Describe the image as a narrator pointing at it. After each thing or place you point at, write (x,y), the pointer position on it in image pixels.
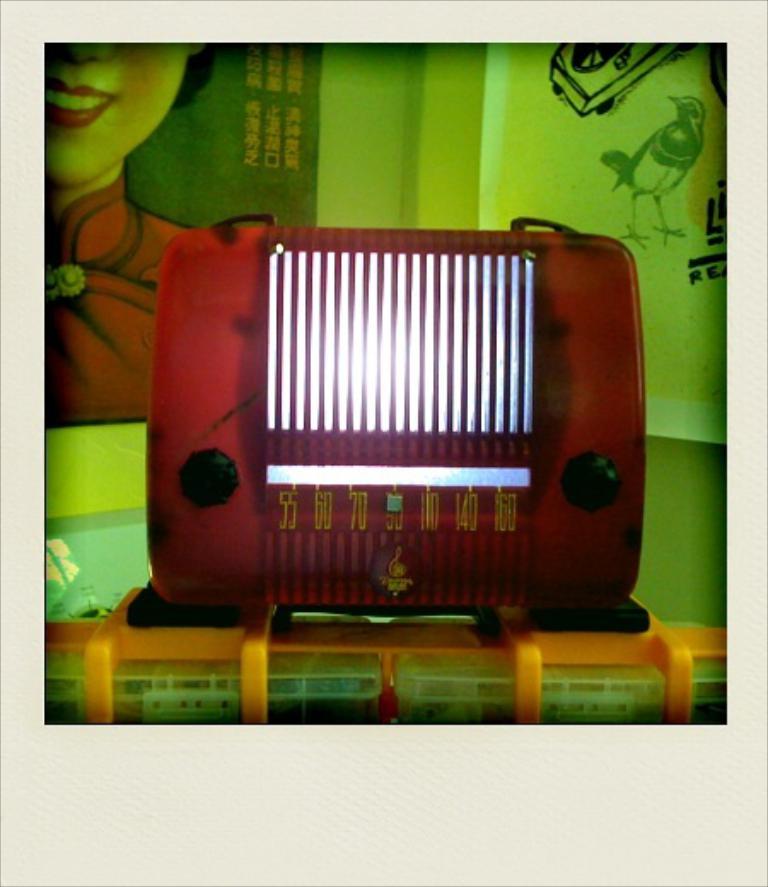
In this image I see a red color object (585,542) on which there are numbers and I see it is on a orange color thing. In the background (87,144) I see the poster (87,327) and I see a woman (144,228) and I see few words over here and I see the art (597,183) over here.
